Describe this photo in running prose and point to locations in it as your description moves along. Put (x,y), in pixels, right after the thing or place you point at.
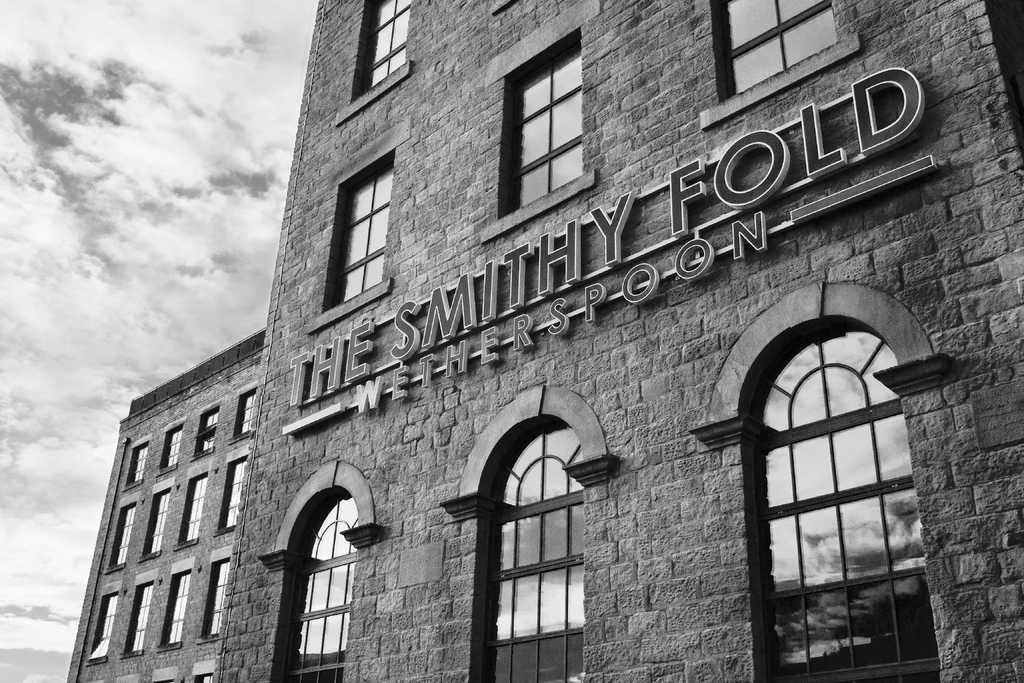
This is a black and white image. In this there is a building (394,330) with windows (558,441) and something is written on the building (398,278). In the background (175,206) there is sky (146,174) with clouds (107,217).
